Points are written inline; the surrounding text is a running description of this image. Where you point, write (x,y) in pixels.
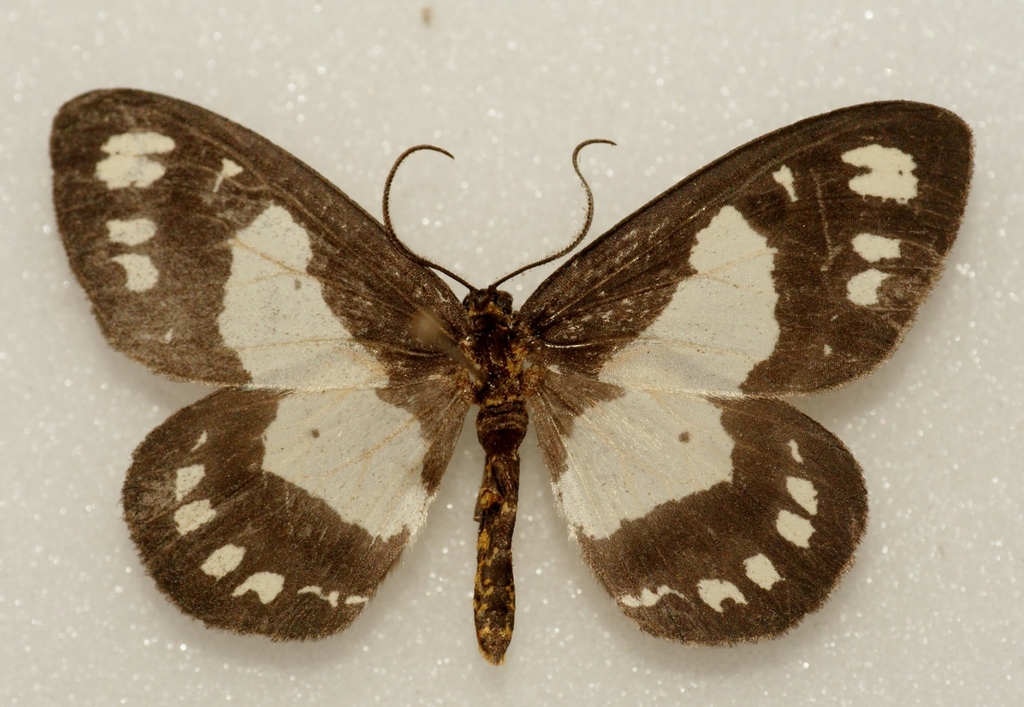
In the foreground of this image (545,455), there is a butterfly (695,416) on the white surface (260,667).
